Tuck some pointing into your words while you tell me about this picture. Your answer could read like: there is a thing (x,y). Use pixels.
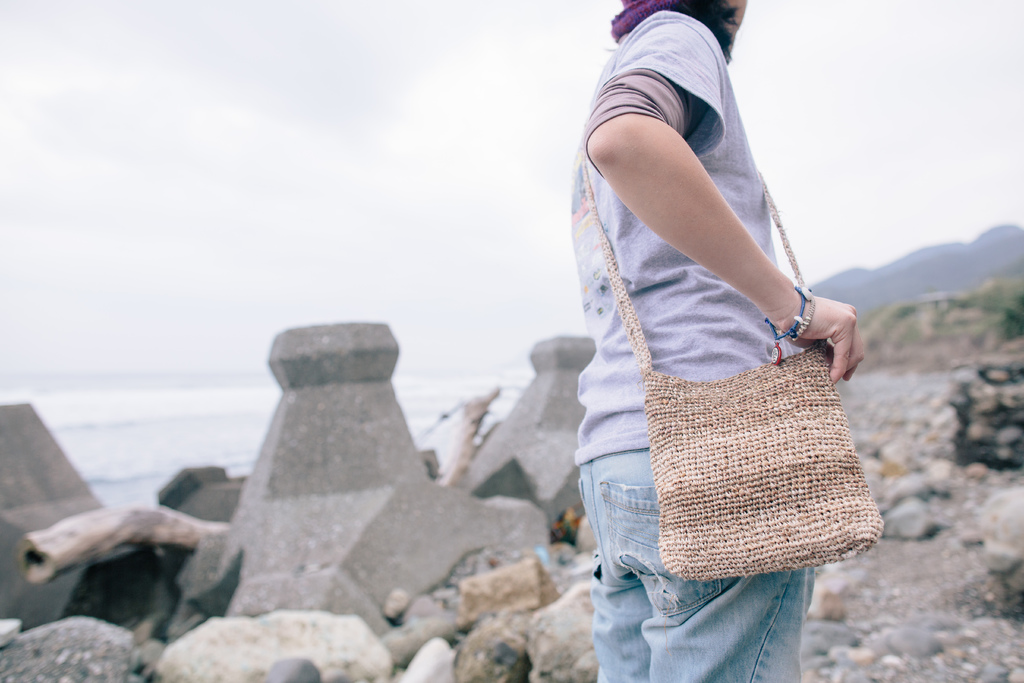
In the picture we can see a person (774,582) standing wearing a bag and behind the person (612,377) we can see some rocks (479,592), water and the sky (149,125).
